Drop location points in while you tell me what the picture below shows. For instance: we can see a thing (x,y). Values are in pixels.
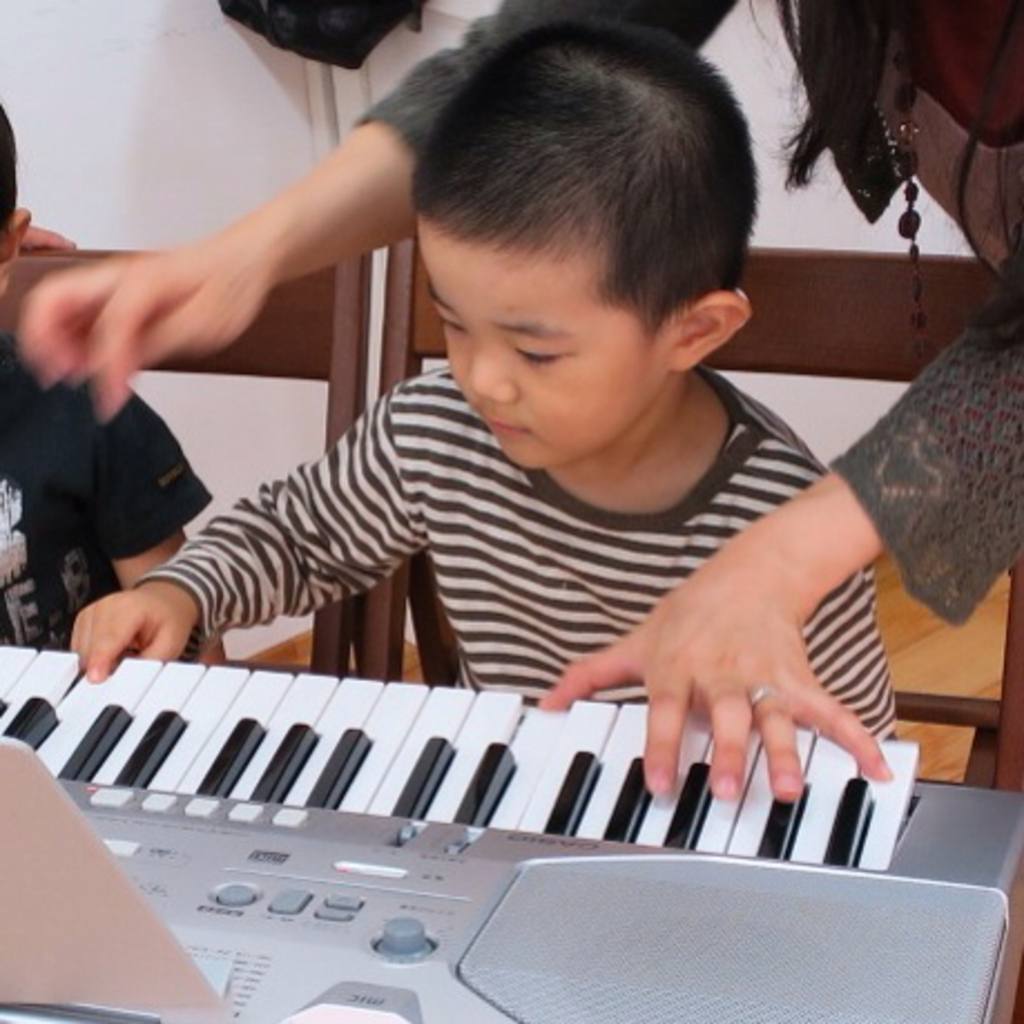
Here we can see a boy (735,527) is playing the piano (370,702), and at back (855,17) a woman (839,24) is standing.
